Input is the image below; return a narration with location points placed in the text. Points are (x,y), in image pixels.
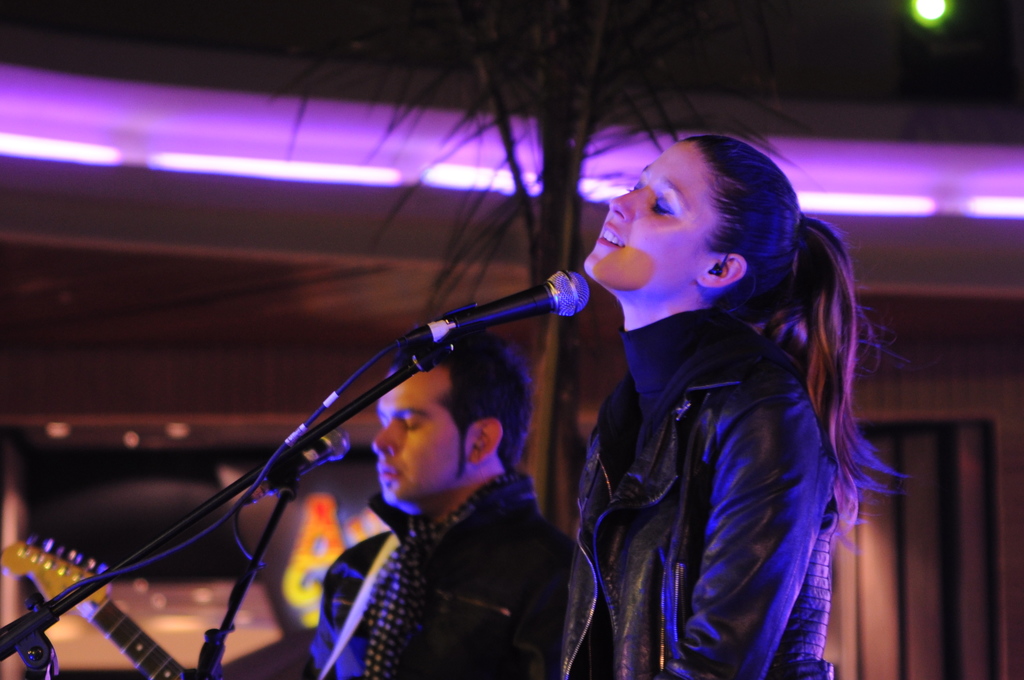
In this image a lady (691,436) wearing black jacket (618,524) is standing. Beside her a man (444,543) is playing guitar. In front of them there are mics (283,462). In the background (237,378) there is tree lights (222,142) on the wall (214,393).
